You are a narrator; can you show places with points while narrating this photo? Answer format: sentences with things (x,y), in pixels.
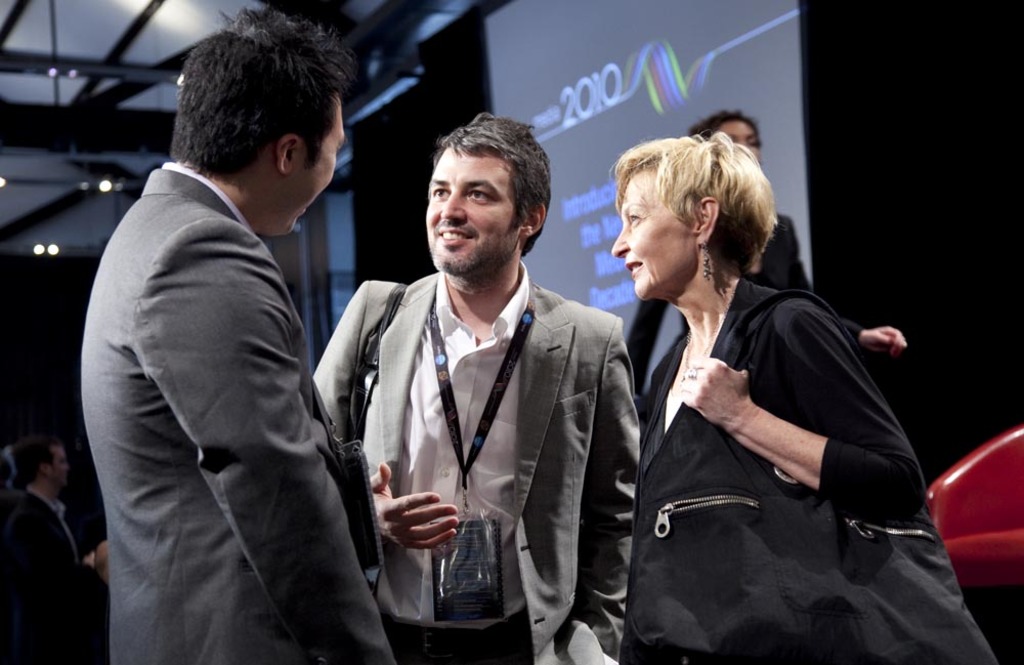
In the center of the image (357,397) we can see two men (385,422) and a woman (816,423) standing. In the background (680,100) we can see the screen (630,45) and we can see the text (589,208) present on the screen (637,63). We can also see few people (53,556) in the background (42,571) and at the top (119,38) we can see the roof (119,38) for shelter. We can also see the lights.
